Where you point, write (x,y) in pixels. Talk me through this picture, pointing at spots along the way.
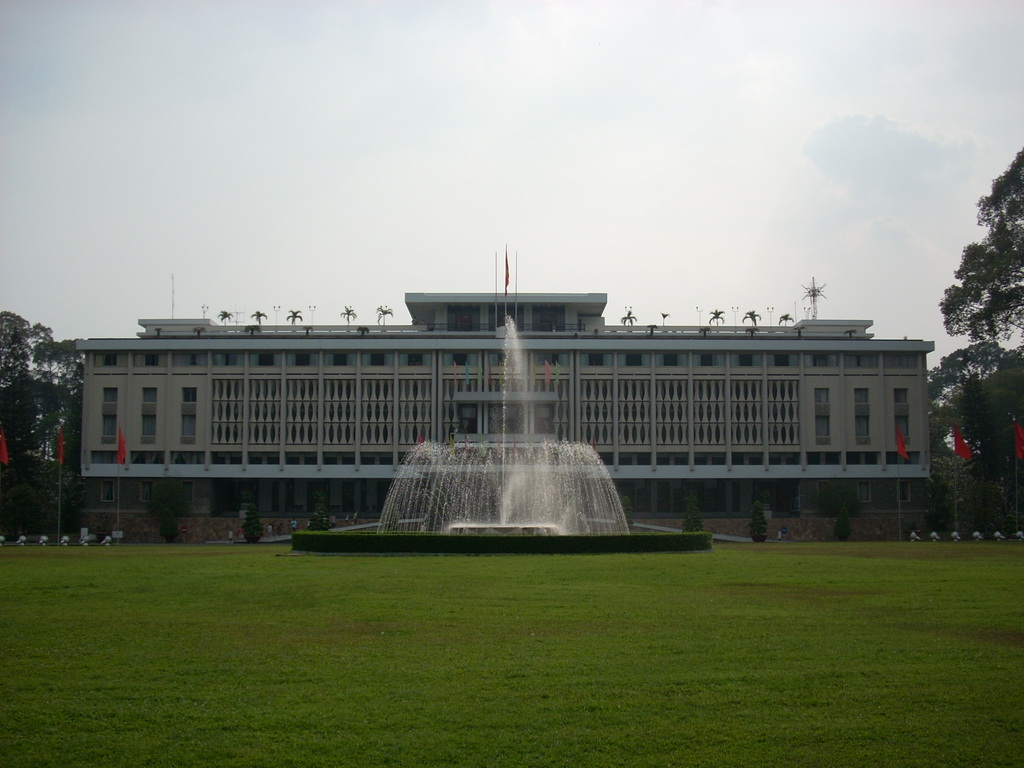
At the center of the image (516,294) there is a building (612,397), in front of the building (284,491) there are trees (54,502), flags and a fountain (498,489), there is the surface of the grass (297,600) and on the either side of the image there are trees (39,431). In the background (688,175) there is the sky (612,230).
